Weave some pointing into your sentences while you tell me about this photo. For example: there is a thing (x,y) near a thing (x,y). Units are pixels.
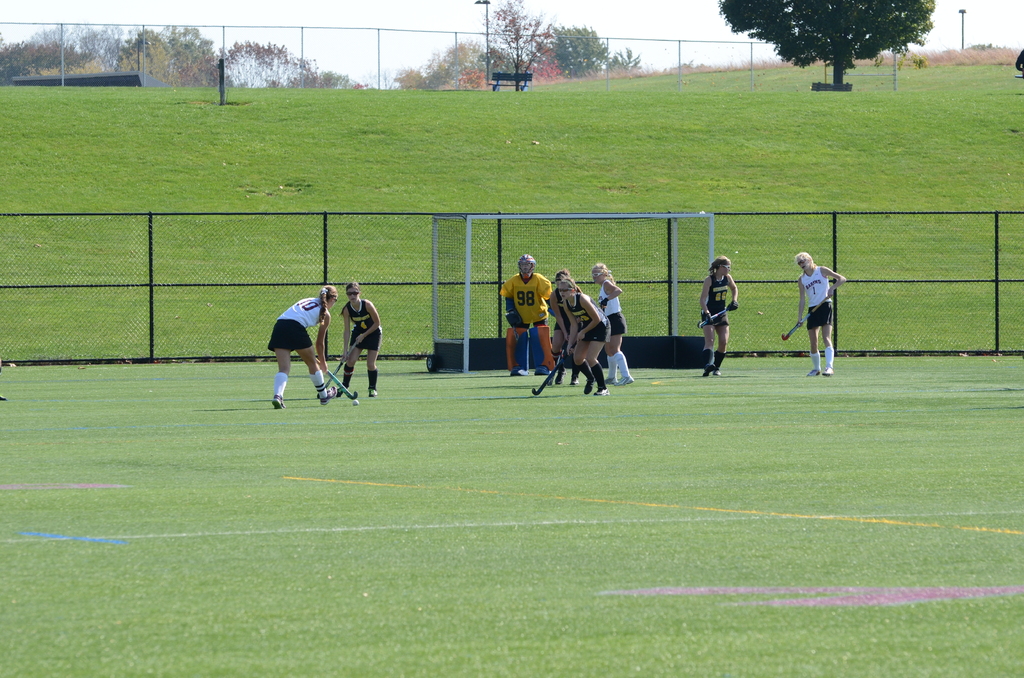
In this picture we can see some people (815,320) playing hockey game here, there is a goal post (655,271) here, we can see sticks (557,359) here, at the bottom (503,577) there is grass (534,557), we can see fencing (968,318) here, in the background (832,43) there are some trees (777,34), we can see sky (925,43) at the top of the picture (987,5).
